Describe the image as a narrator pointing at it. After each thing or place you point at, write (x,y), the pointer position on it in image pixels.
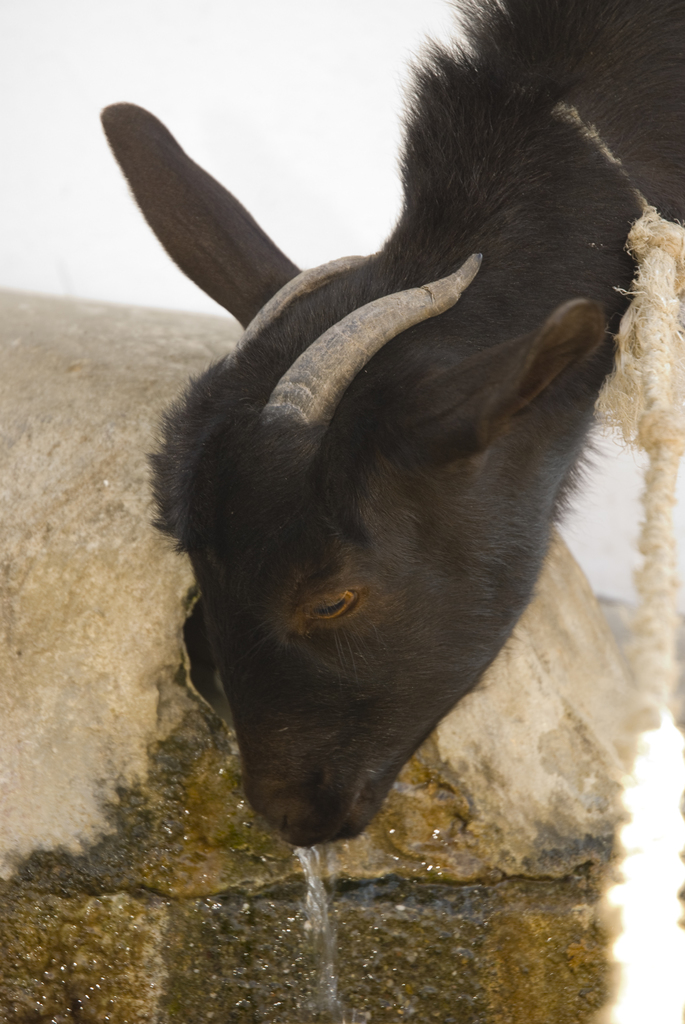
In this image there is an animal (393,471). At the bottom (326,906) there is water (315,898). In the background (69,646) there is a rock (123,534) and we can see the sky (331,75).
